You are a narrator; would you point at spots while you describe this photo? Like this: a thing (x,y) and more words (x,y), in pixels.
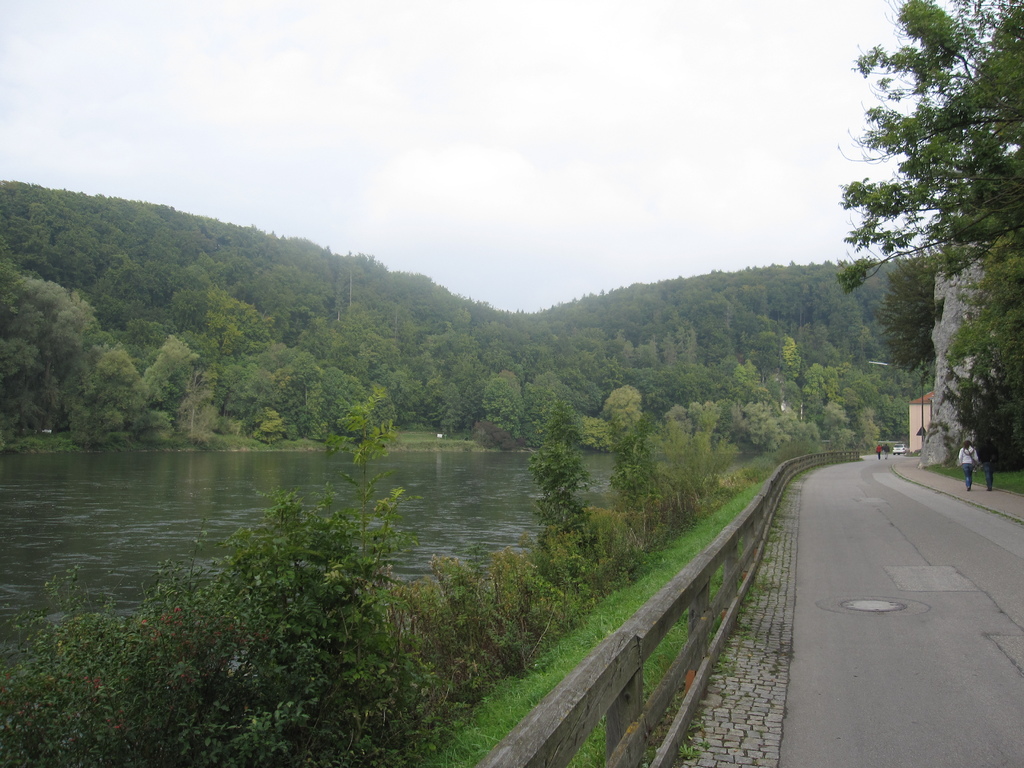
In the picture I can see the road (928,573) on the right side (802,580) and there is a fence (747,581) on the side of the road (801,563). I can see two people (990,480) walking on the side of the road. I can see a lake (374,499) on the left side (37,466). I can see the plants (357,654) on the side of the lake (520,525). In the background (828,336), I can see the trees (410,341).
